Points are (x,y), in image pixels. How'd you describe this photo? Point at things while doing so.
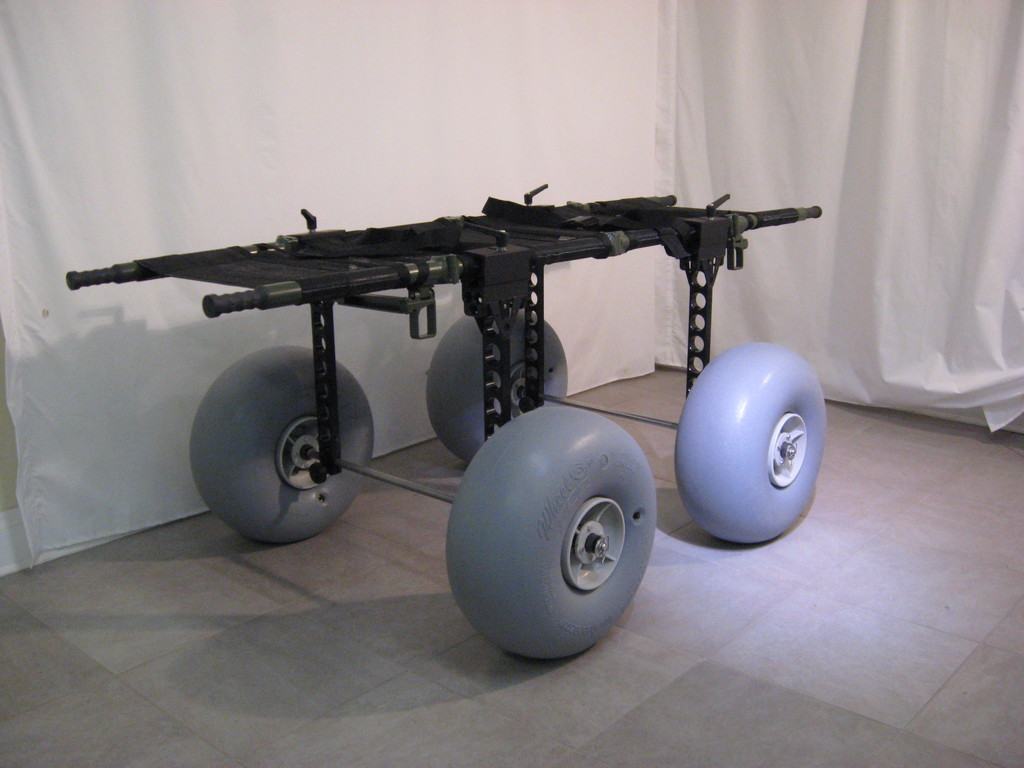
In this image there is one wheeled stretcher (625,435) in middle of this image (664,322) and there are some white color curtains (645,169) in the background (171,331).
